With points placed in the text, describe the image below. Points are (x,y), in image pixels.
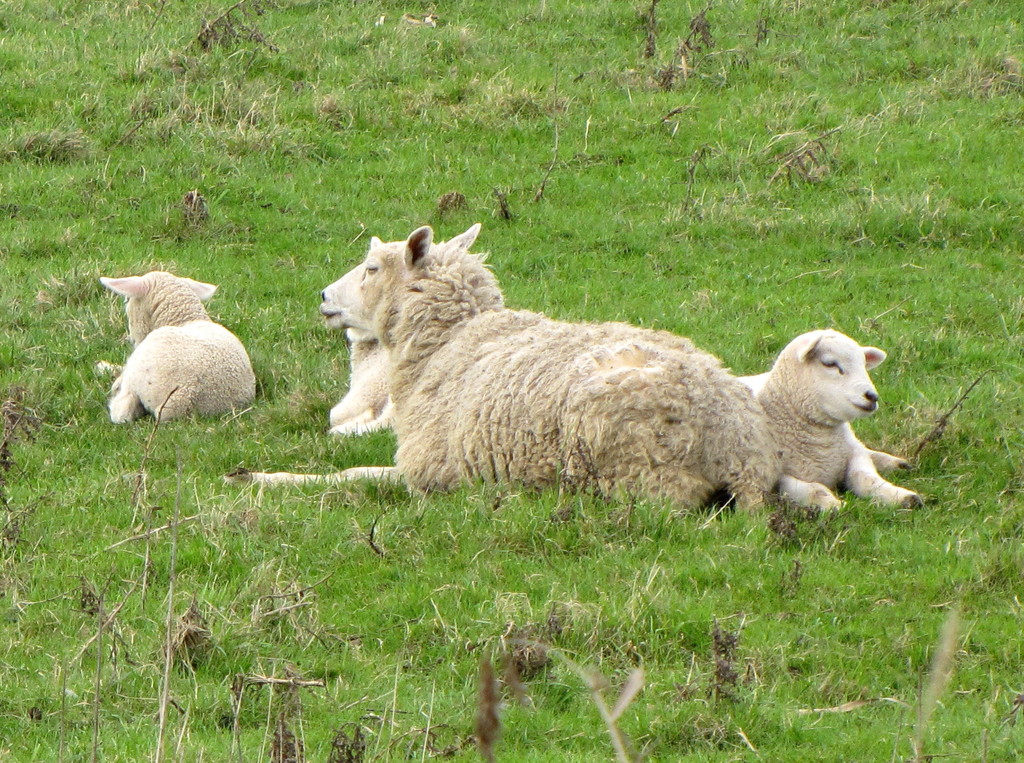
In this image there are sheep (546,423) present on the grass (508,600).
